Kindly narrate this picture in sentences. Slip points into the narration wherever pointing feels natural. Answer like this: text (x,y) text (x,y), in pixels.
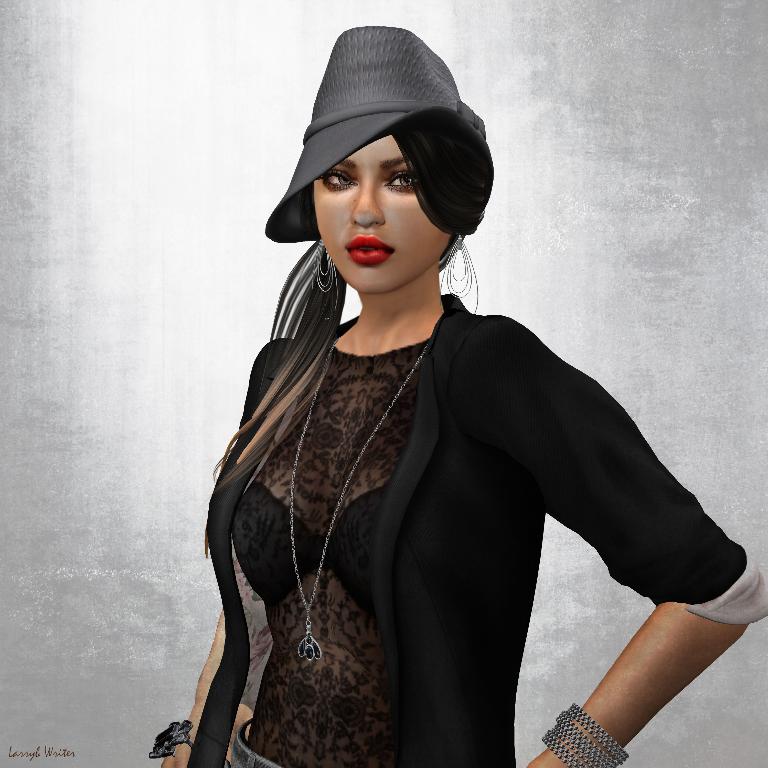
The image is an animated picture. In the center of the picture (361,359) there is a woman (354,470) in black dress (358,546), wearing a black hat (375,102). The background (706,412) is white.
